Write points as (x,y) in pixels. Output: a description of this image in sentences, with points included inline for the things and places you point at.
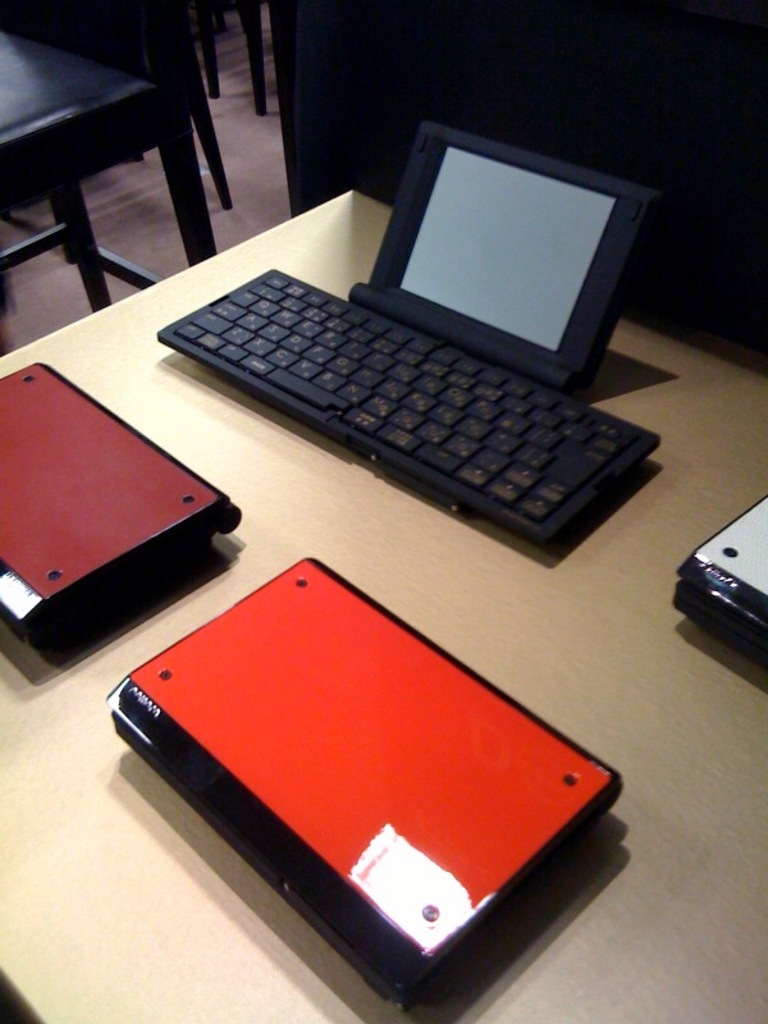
In this image I can see the keyboard (395,428), screen (501,178) and there are maroon, red, white and black color objects (265,656) on the cream color surface (114,869). To the side I can see the chairs (120,110).
